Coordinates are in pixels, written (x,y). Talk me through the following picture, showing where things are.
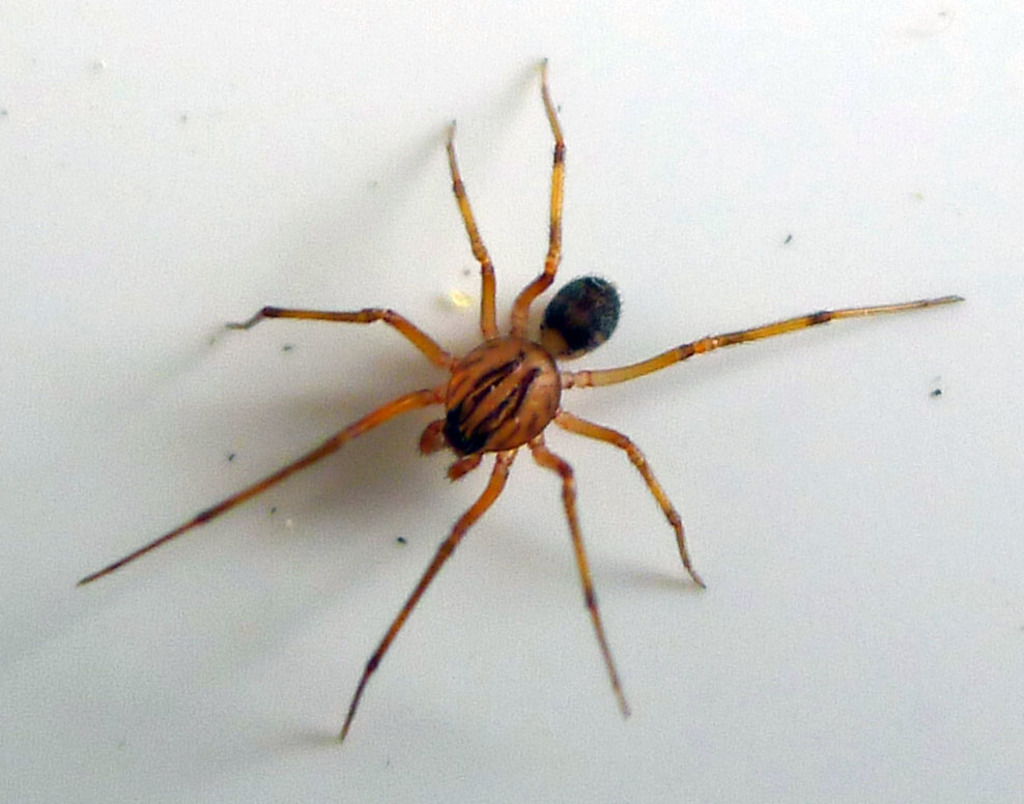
In this image there is a spider (579,550) on a wall (471,680).
